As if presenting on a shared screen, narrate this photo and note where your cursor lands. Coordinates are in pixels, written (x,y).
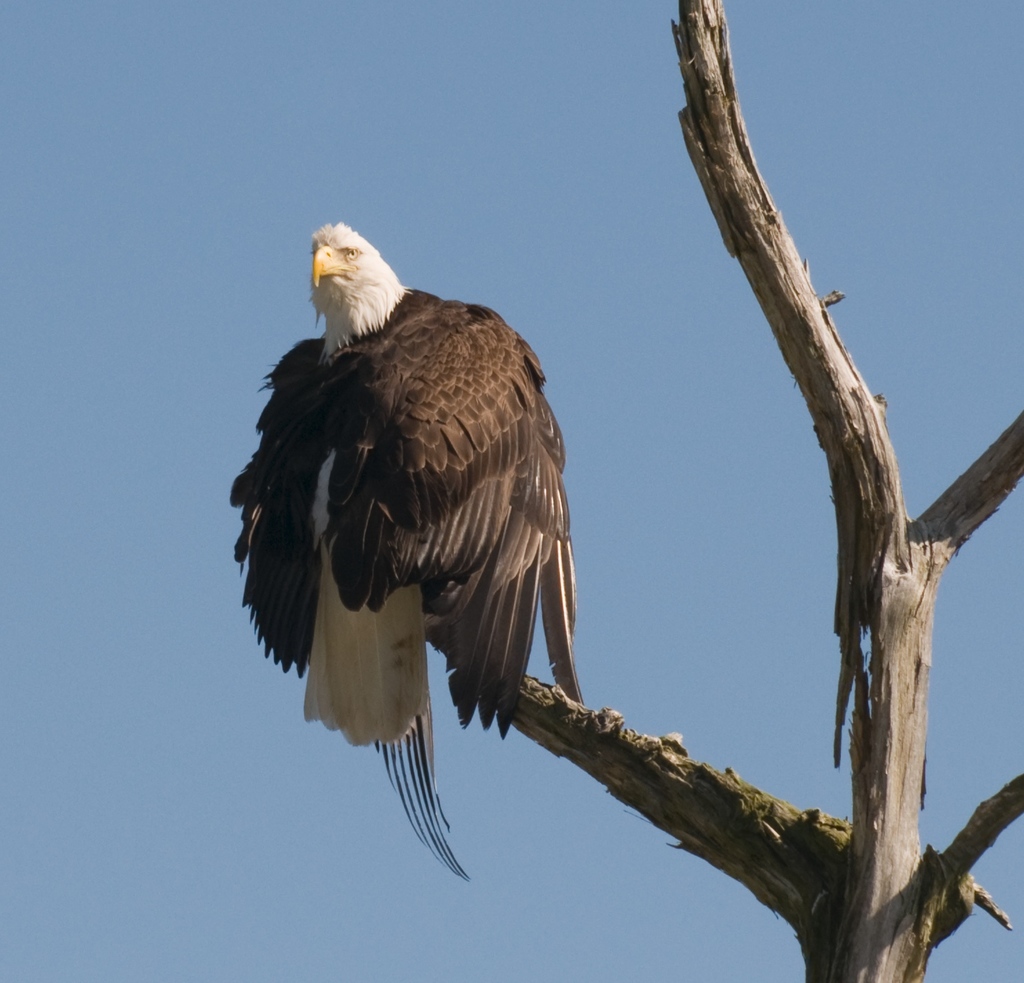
In this image there is a bird (496,676) on a wooden object (624,787), there is an object (872,507) towards the right of the image (887,545) that looks like a dried tree (894,528), at the background of the image (725,569) there is the sky (726,614).
